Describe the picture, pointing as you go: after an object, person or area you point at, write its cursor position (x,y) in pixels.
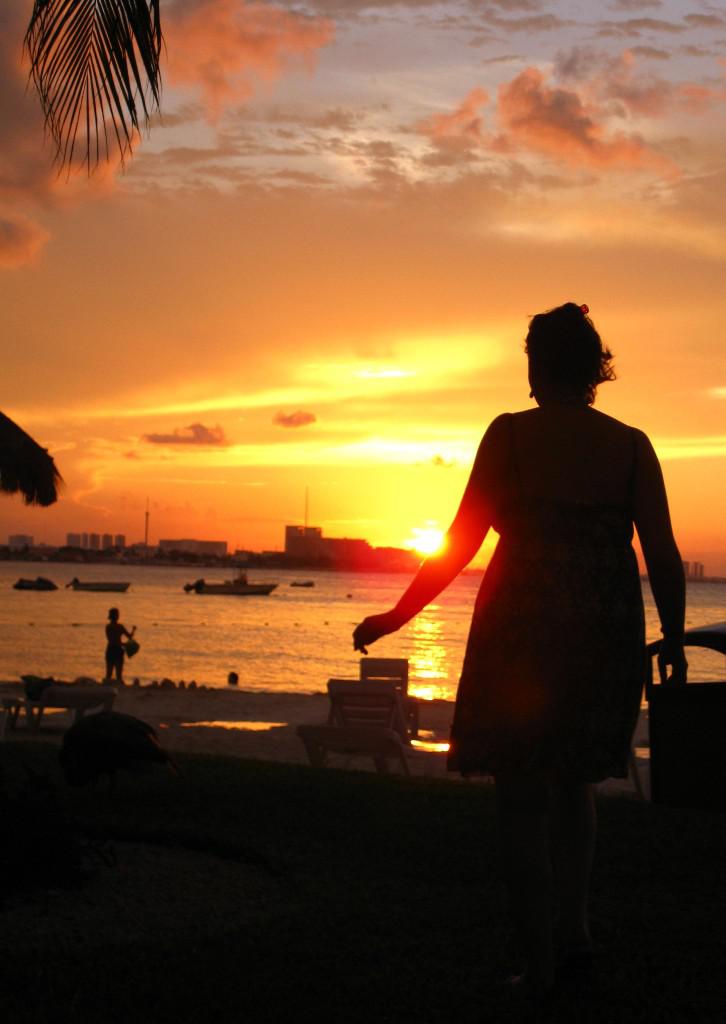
In this picture I can observe woman (543,557) on the right side (543,572). There is a bench (363,715) in the middle of the picture (379,673). I can observe water (260,596). In the background (220,547) there are buildings (210,549) and some clouds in the sky (272,281).
